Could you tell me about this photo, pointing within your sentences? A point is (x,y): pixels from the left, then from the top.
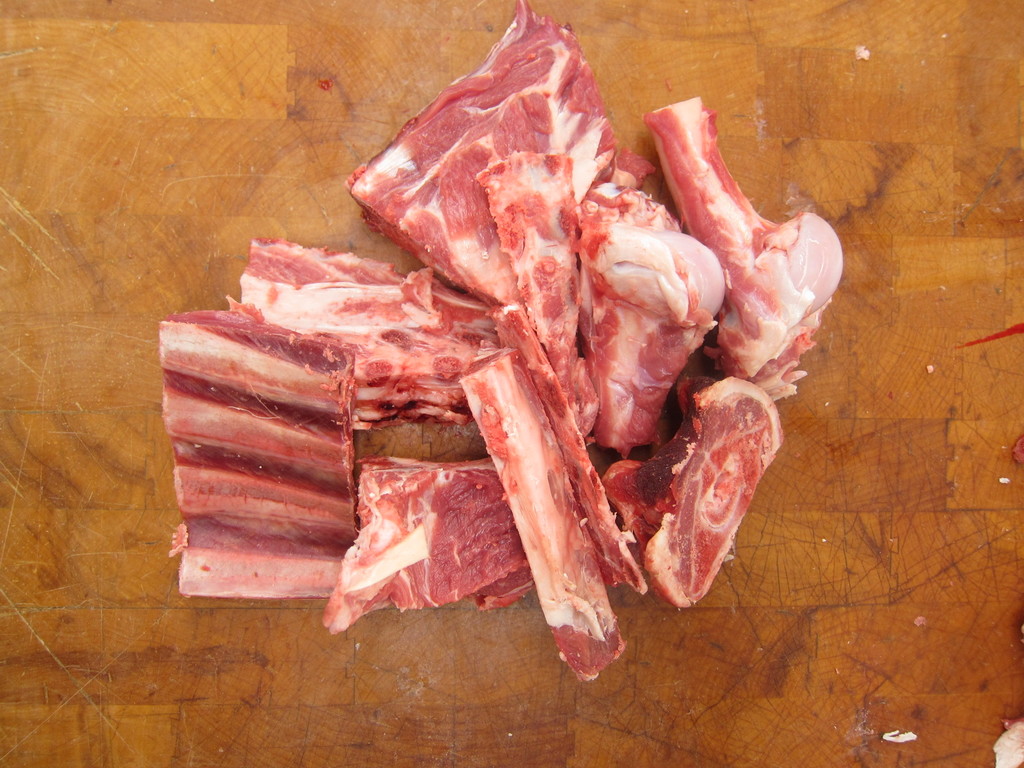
There is a wooden surface (149,440). On that there are pieces of raw meat (526,370) and bones (385,382).
